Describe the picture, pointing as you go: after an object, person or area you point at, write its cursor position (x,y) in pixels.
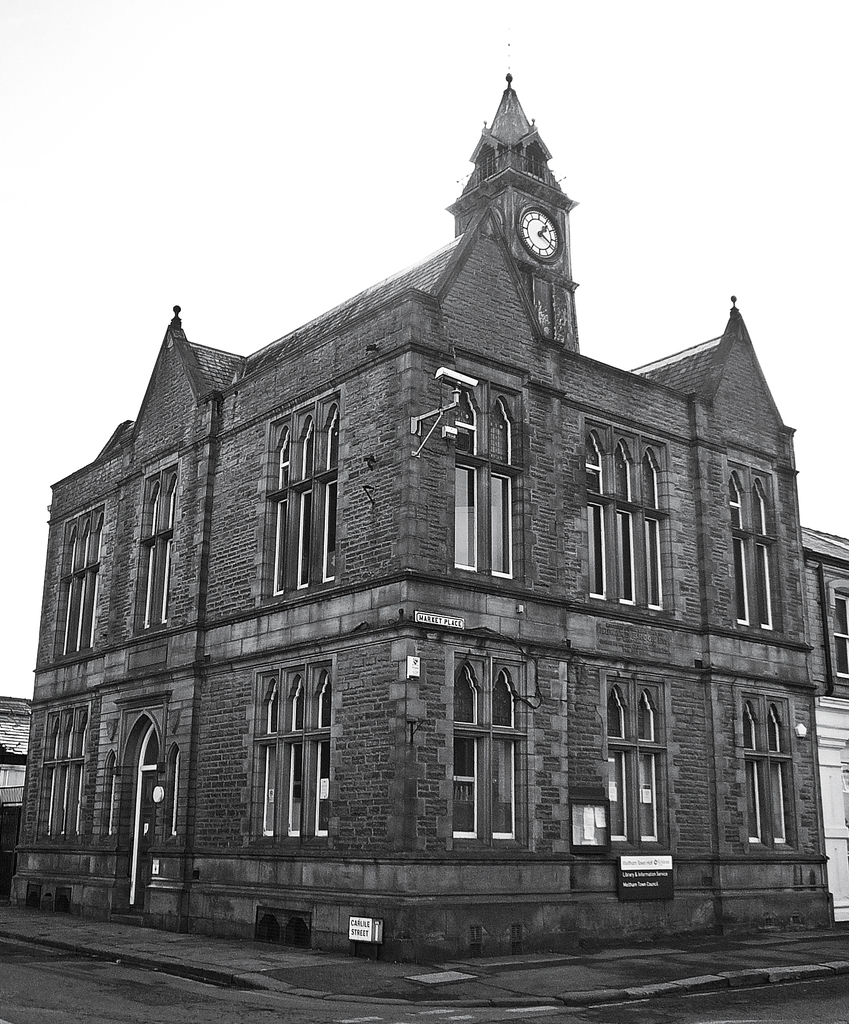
This is black and white image. In this image we can see building (599,515), clock tower (564,246). In the background (492,81) we can see sky (284,81).
